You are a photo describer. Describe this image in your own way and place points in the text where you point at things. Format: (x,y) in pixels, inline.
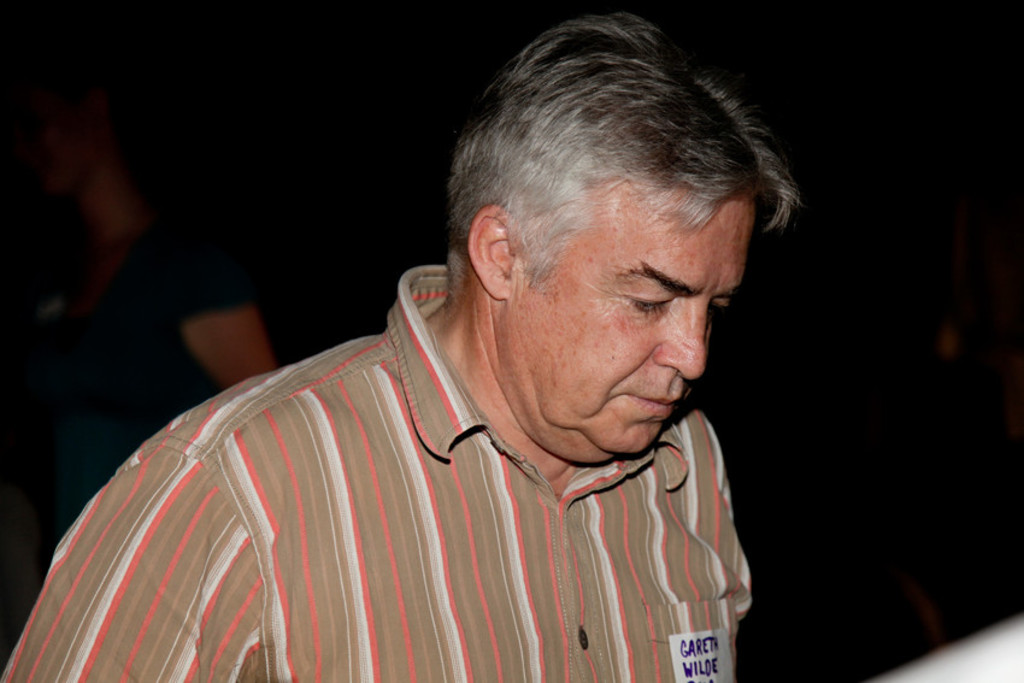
It is the image of a man (401,549).
